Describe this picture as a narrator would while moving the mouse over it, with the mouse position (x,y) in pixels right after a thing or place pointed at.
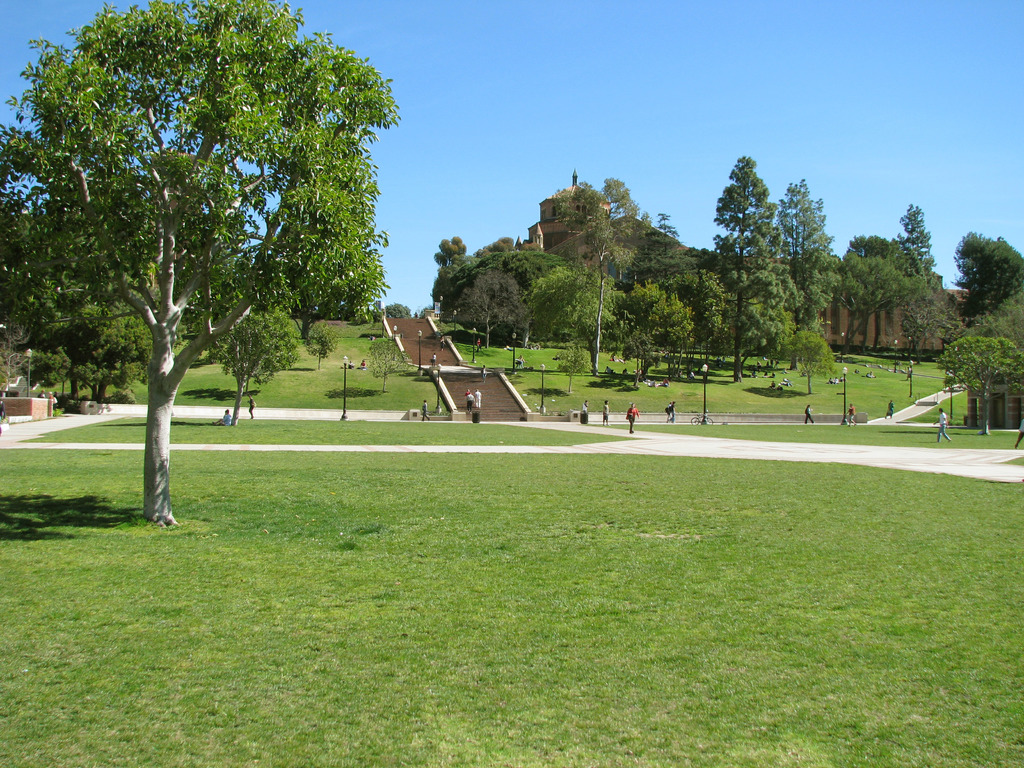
In this image there are trees (967,370) and we can see people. In the center (428,325) there are stairs (475,390). At the bottom (375,585) there is grass (602,609). In the background (580,130) there is sky (557,135).
